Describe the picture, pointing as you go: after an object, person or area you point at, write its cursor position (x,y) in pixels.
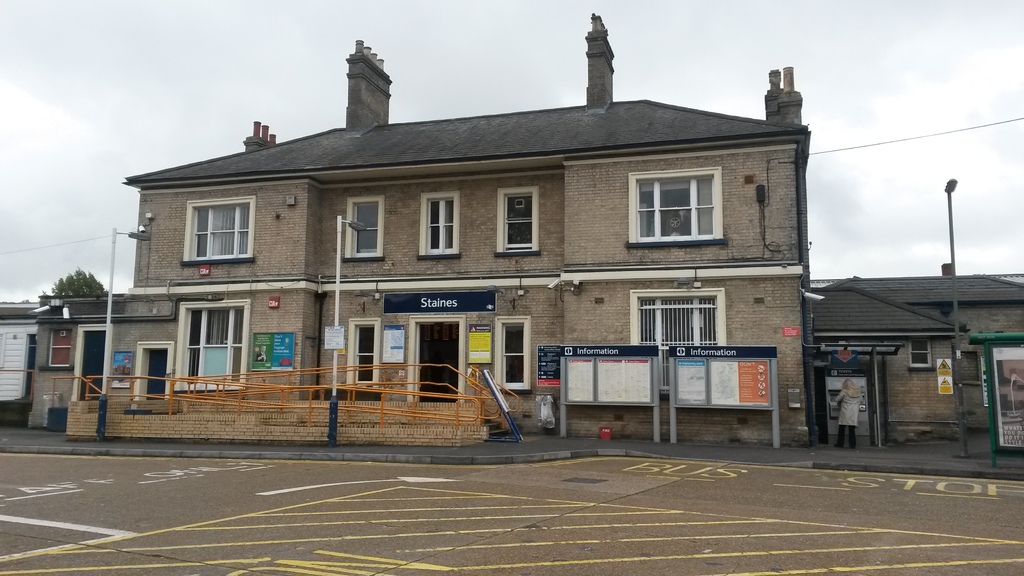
In this image we can see few buildings (11,387) with doors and windows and there are some boards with the text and we can see few street lights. There is a person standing on the right side of the image (844,440) and there is a tree (84,284) in the background (78,269) and at the top (22,178) we can see the sky (28,286).
